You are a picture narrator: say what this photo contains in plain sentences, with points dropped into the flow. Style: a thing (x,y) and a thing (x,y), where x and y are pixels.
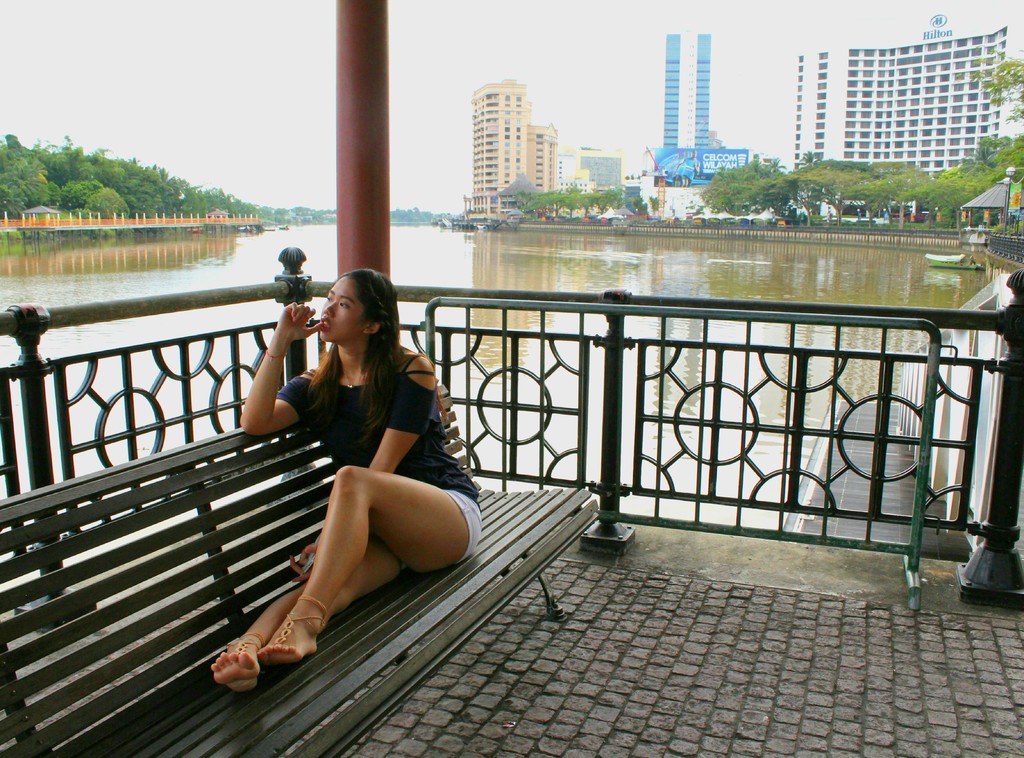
In this image, at the left side (259,691) there is a black color bench (377,613), on that bench (131,495) there is a girl (352,412) sitting, there is fencing (745,439) and there is water (729,433) in the background (711,412), there are some trees (950,213) and building (688,198), at the top (531,78) there is a sky (507,48) which is cloudy and in white color.
